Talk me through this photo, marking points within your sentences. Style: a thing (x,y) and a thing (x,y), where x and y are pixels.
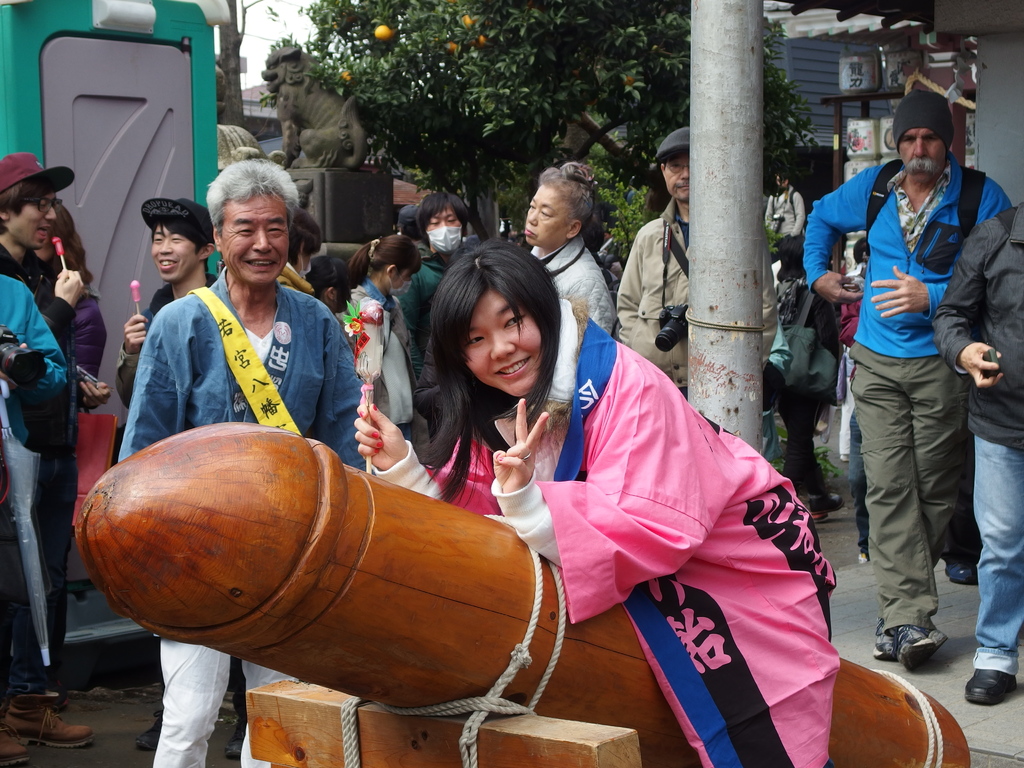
In this image, we can see a group of people (591,424). Few people (555,528) are holding some objects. Here a woman (594,462) is visible on a wooden object (610,690). At the bottom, we can see ropes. Background (350,202) there is a statue (291,102), trees (492,171), pillars (729,81), few objects (969,106) and walls (1005,106).
